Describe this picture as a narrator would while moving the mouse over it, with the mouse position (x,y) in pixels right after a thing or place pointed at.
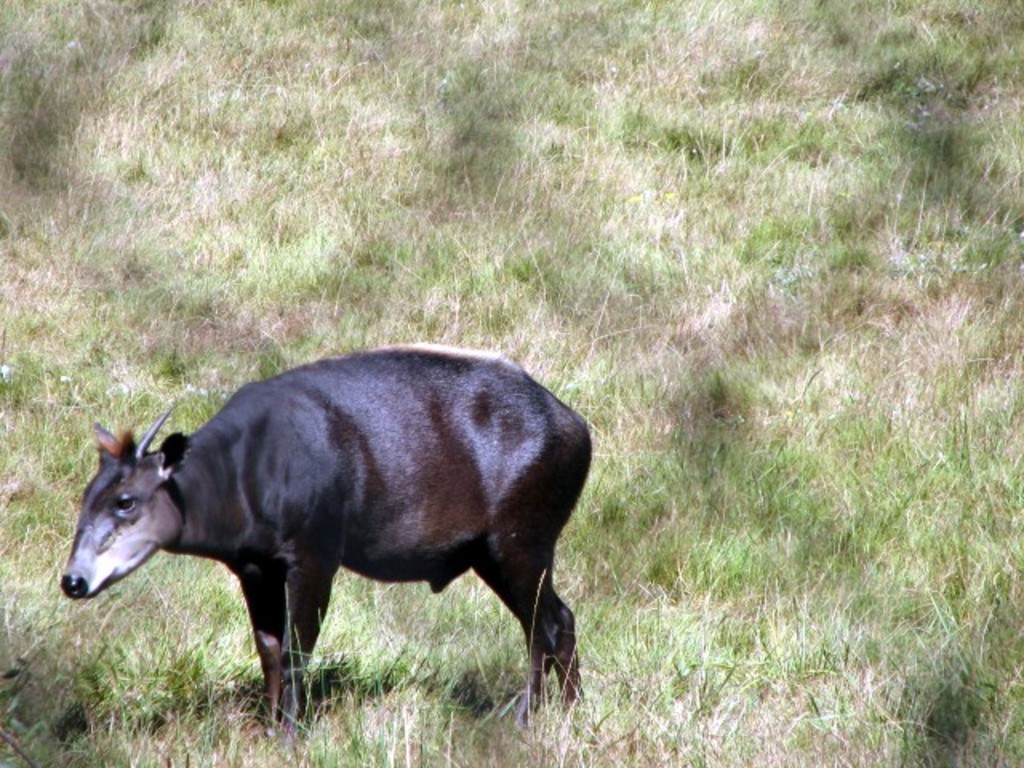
In this image we can see an animal (528,431) and in the background (655,341) we can see the grass (726,503).
